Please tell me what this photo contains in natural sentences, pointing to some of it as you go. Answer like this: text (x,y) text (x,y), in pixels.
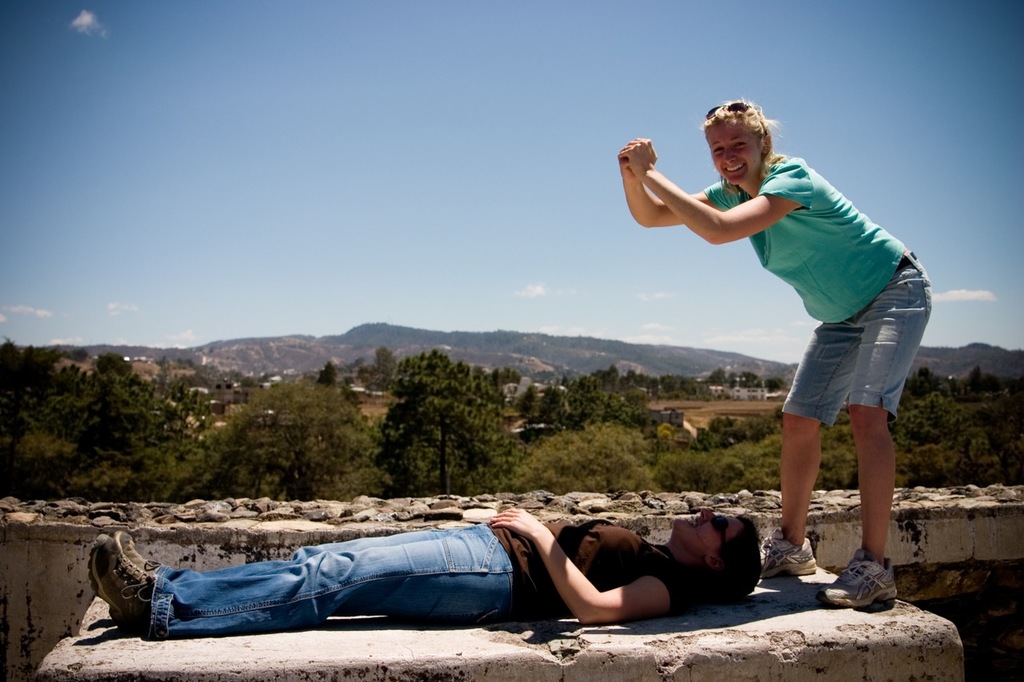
To the right side of the image (810,557) there is a lady (801,195). At the bottom of the image (681,528) there is a lady (105,570) lying on the surface (480,666). In the background of the image (717,374) there are mountains (268,342), trees (755,379). At the top of the image (372,77) there is sky (353,114).
